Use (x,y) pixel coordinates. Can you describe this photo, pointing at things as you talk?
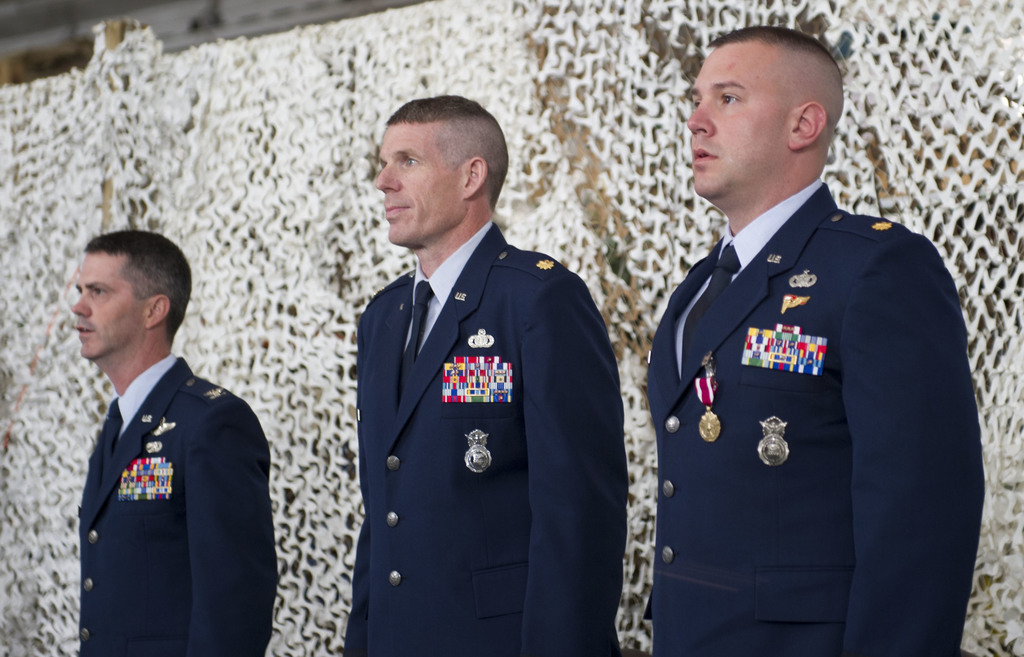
In the center of this picture (428,432) we can see the three persons (447,437) wearing uniforms (187,497) and standing. In the background (241,107) we can see some white color object (397,54) and we can see some other objects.
